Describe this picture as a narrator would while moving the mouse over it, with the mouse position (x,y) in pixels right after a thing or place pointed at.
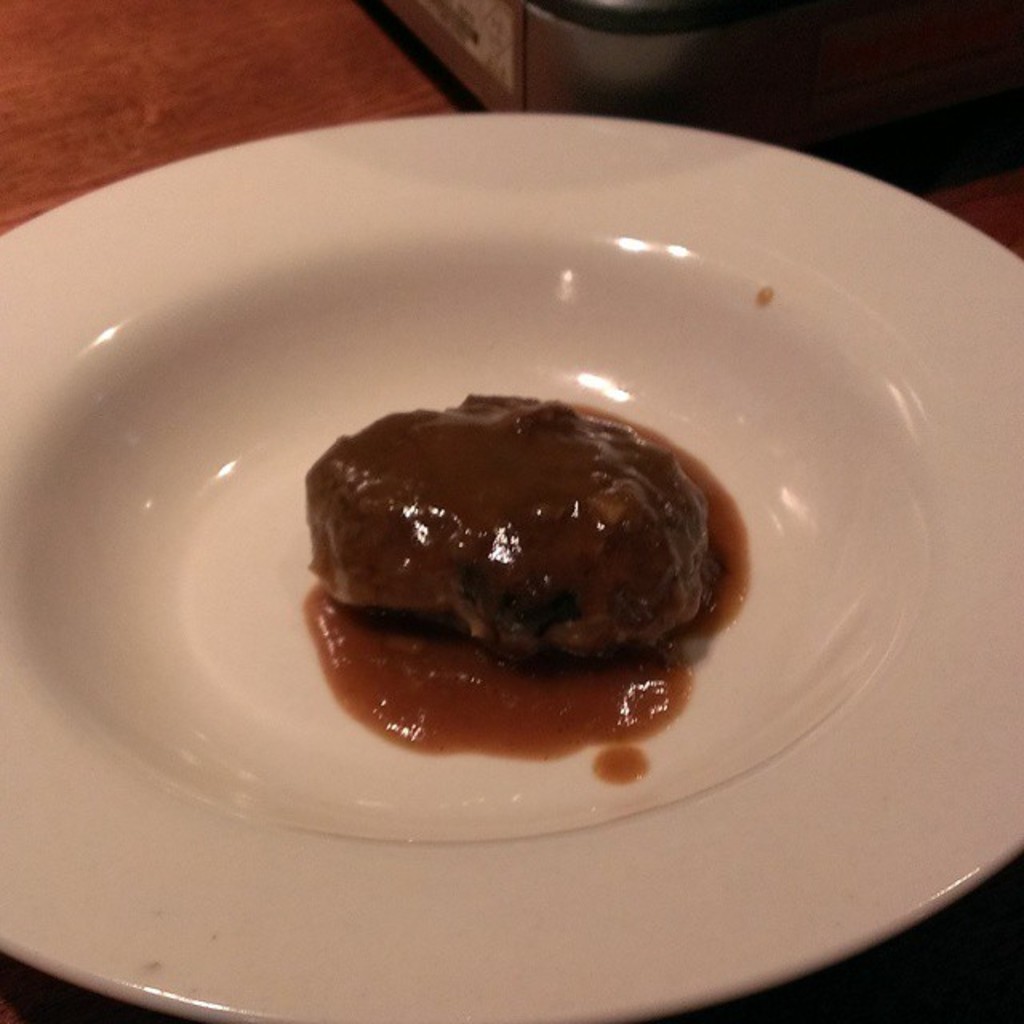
In this image there is a plate (317,386) on the table (41,91). On the plate (807,684) there is some food (557,601). Top of the image (674,45) there is an object (581,72) on the table (255,111).
